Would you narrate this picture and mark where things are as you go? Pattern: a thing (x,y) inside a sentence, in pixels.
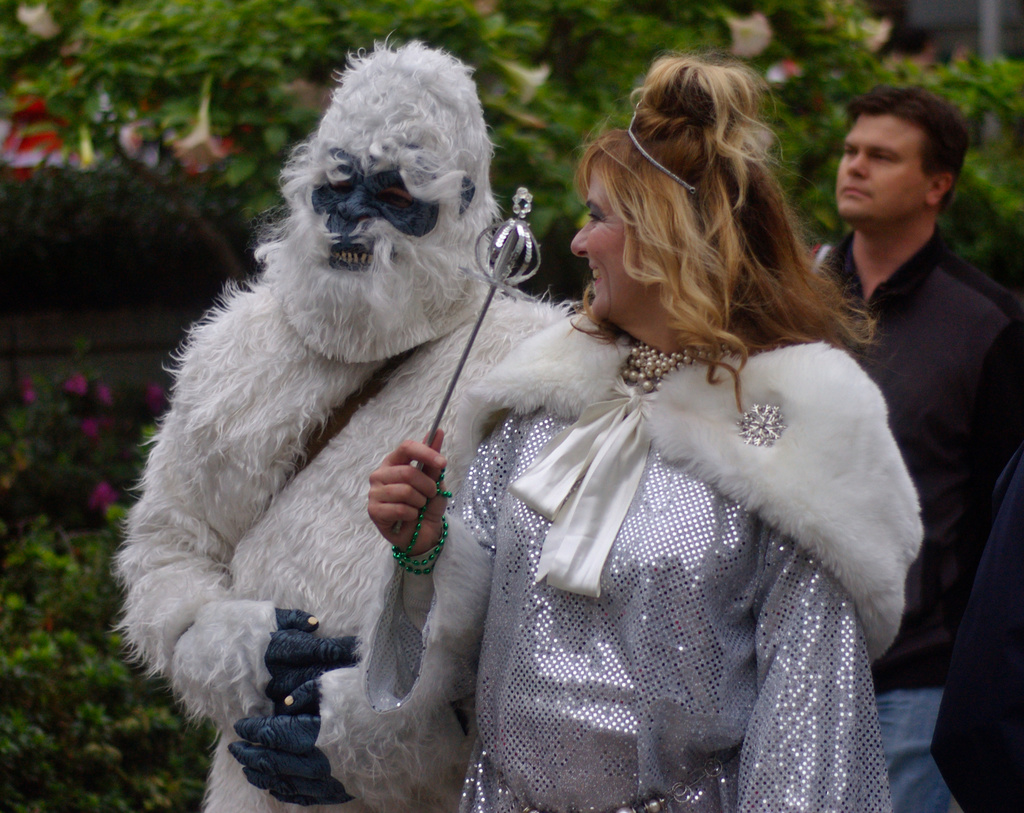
In this picture we can see there are three people (414,457) standing and two people (328,592) are in the fancy dresses (358,575) and a person (480,504) is holding an object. Behind the people (419,393) there are trees (308,50) and plants (23,461). Behind the trees (197,81) there is the blurred background (966,37).
